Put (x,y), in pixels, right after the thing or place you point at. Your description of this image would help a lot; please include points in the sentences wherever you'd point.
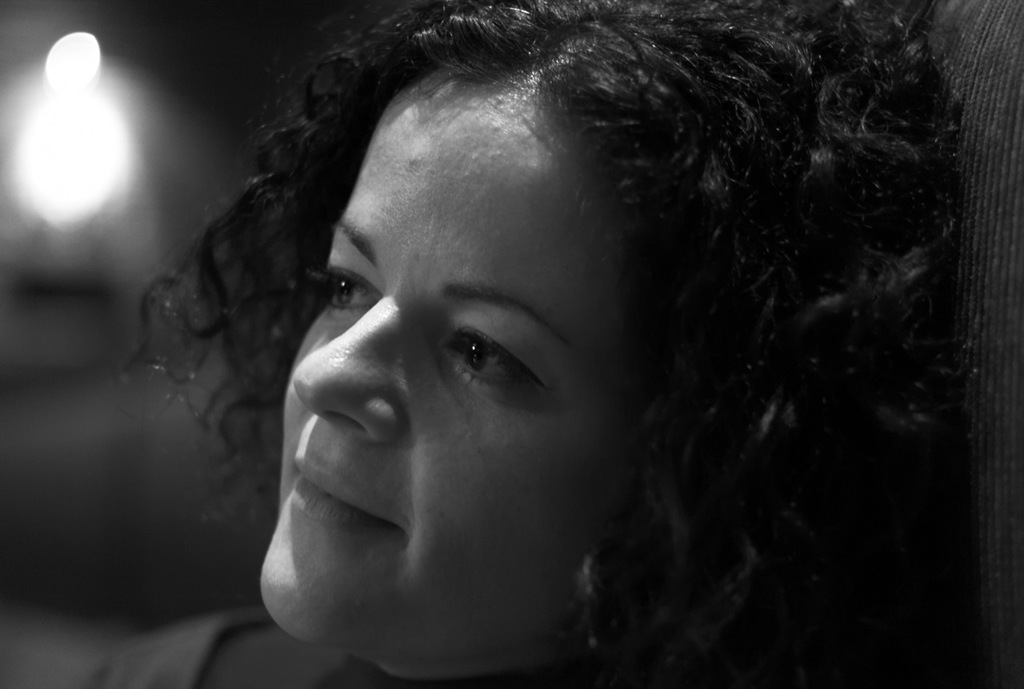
This is a black and white image. In this image we can see persons (490,183) face (449,333).
